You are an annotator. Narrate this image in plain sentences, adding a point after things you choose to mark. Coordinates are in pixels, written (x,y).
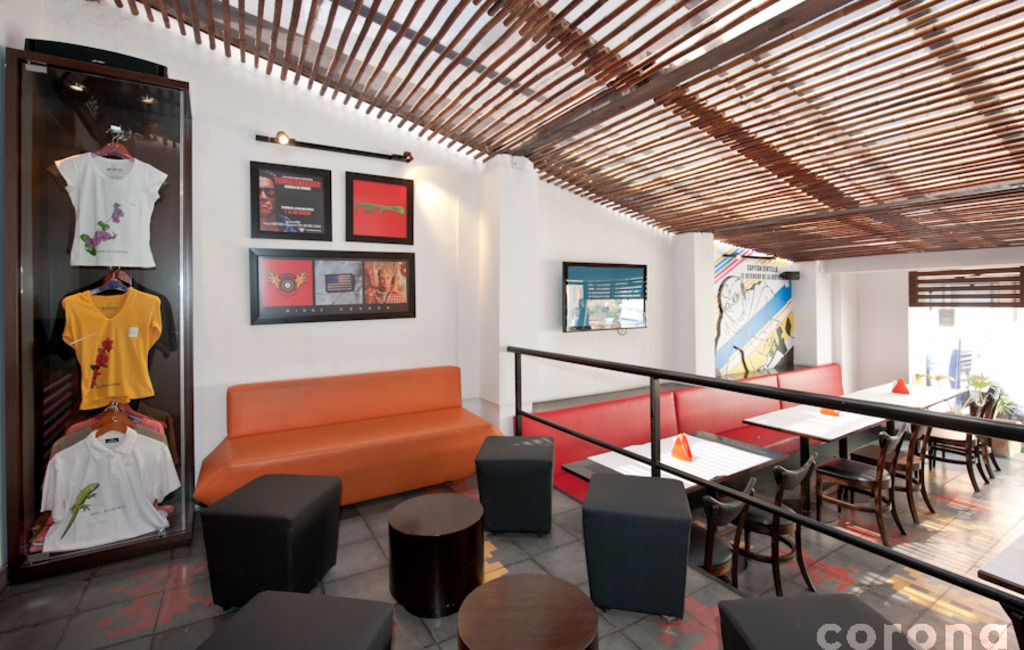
This is the picture taken in a room (682,499), in this room (615,566) there are sofas (291,433), tables (473,522) and chairs (767,516). In the room (844,493) there are also shelf (100,394) in the shelf (107,445) the clothes (105,490) are hanging. Behind the orange sofa (374,438) there's a wall (562,314) with photos (363,281) and a television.
